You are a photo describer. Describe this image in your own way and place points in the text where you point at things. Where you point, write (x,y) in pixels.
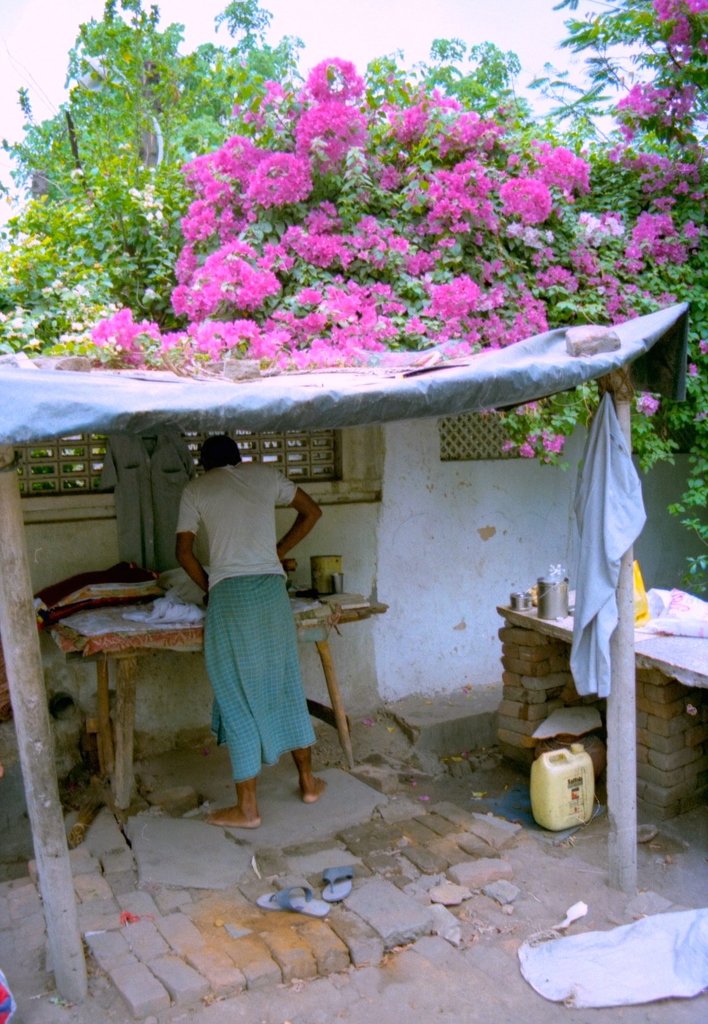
As we can see in the image, there is a tree (362,137), flowers (325,164), a man (290,644) standing over here. In front of him there is a table (112,644). On table (104,615) there are clothes (124,619).
